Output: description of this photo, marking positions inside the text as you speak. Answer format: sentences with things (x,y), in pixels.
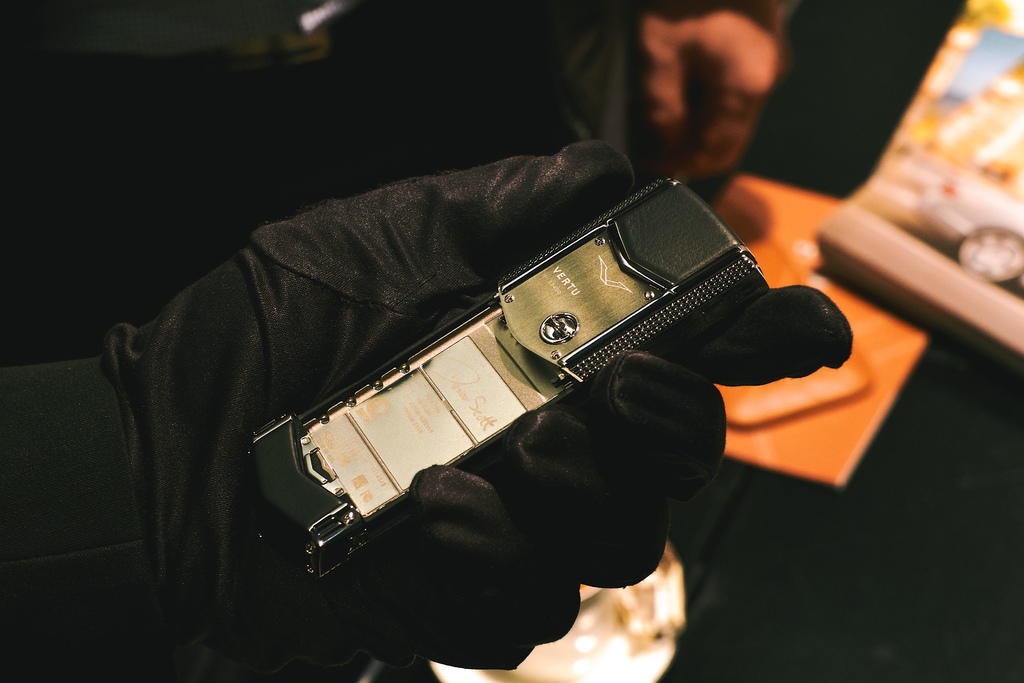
In this picture I can see something in the human hand (431,561) and I can see another human (571,85) and I can see a book (963,287) and a box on the table (947,12).
